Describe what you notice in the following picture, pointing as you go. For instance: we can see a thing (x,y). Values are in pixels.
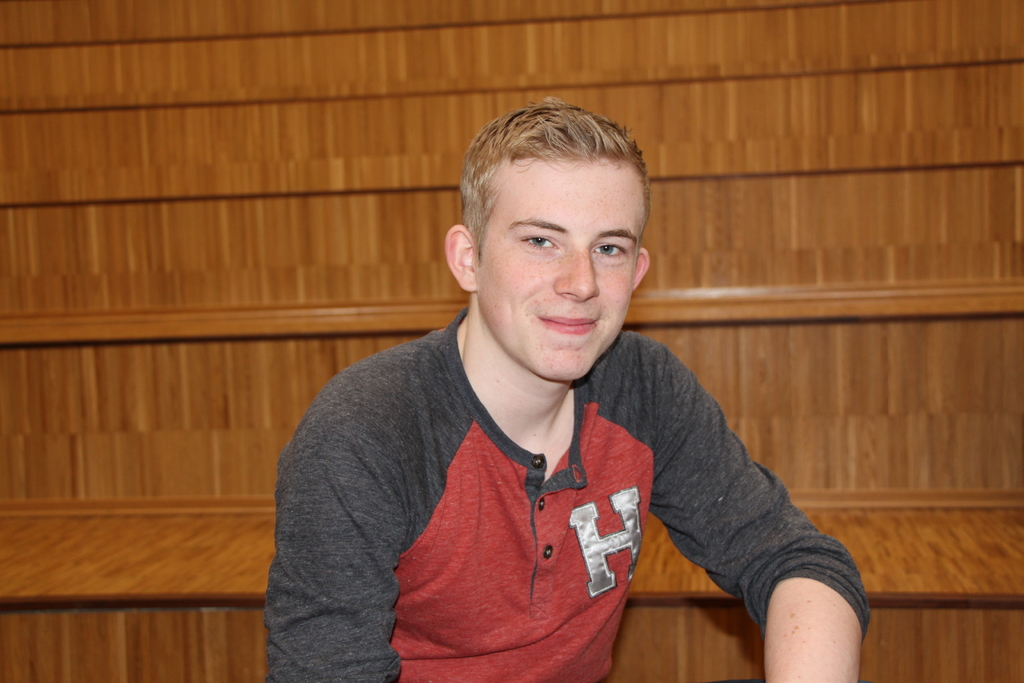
In this image we can see a person (520,505) smiling and posing for a photo and in the background (894,621), we can see the wooden structure (676,139) which looks like the stairs (178,504).
